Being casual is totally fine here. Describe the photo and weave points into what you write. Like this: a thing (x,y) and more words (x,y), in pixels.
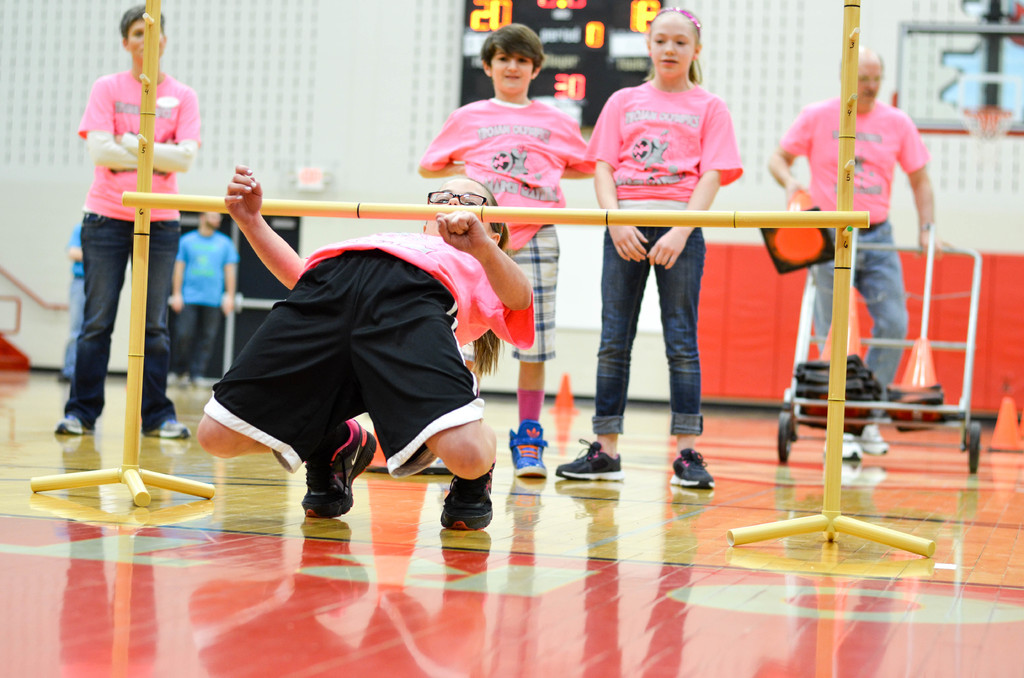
In this image we can see this person (451,227) wearing pink T-shirt (487,301), shoes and spectacles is crossing the pole (707,216). Here we can see these people (525,146) wearing pink T-shirts (824,137) are standing on the ground (550,488), here we can see the trolley (885,342). In the background (952,285), we can see two persons (205,222) in blue T-shirts (204,288) and standing near the wall (408,163), we can see LED board (462,84) and we can see the net (974,112) here.
